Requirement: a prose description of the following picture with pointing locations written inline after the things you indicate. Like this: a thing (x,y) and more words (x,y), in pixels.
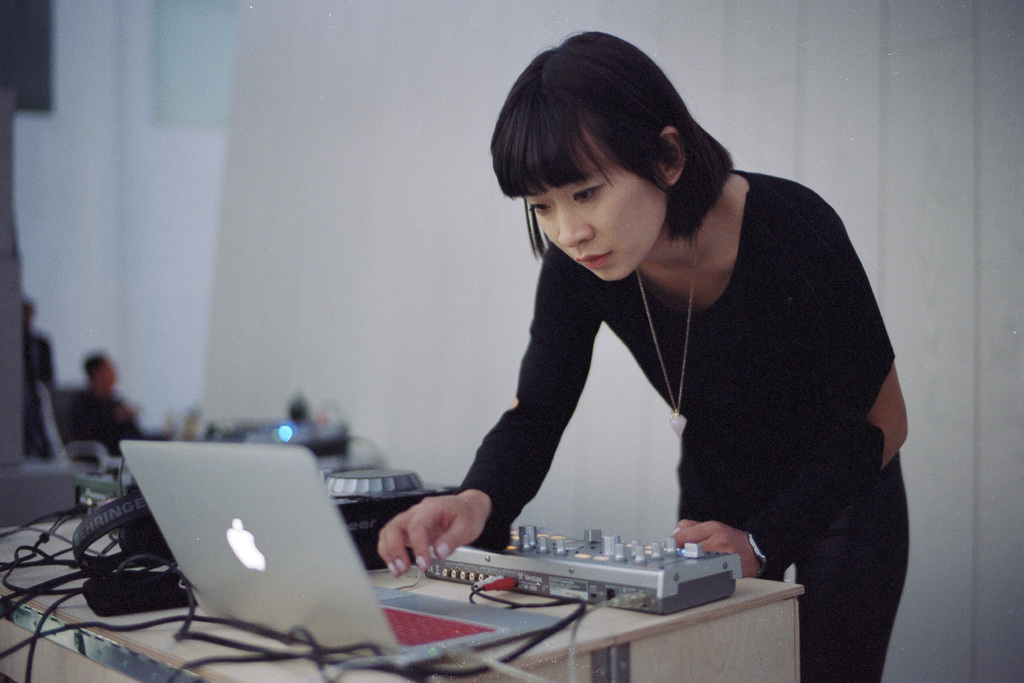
In this picture we can see a woman (737,384), in front of her we can see a laptop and some objects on the platform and in the background (572,436) we can see a wall (561,459), person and some objects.
